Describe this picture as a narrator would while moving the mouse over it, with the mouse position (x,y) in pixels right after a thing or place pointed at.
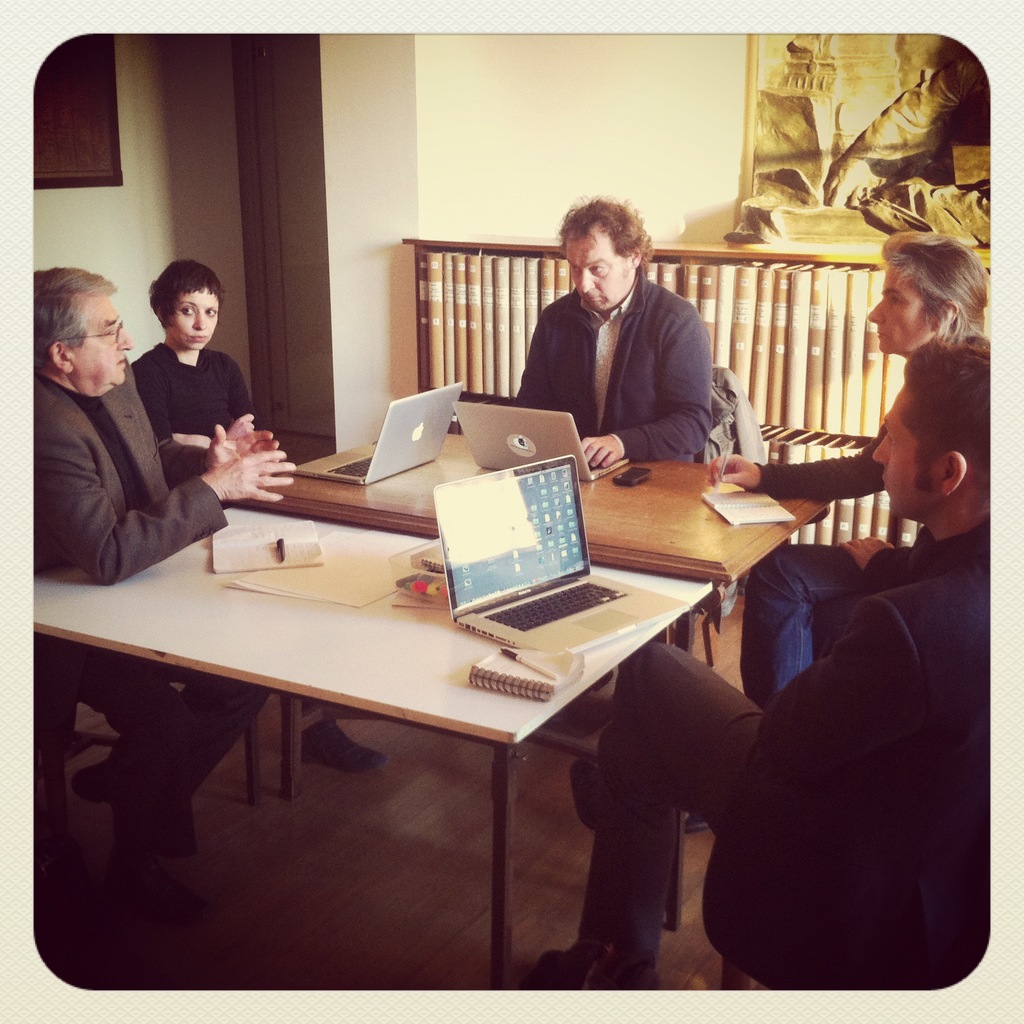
In this image i can see there are the five persons (737,736) sitting around the table (659,517), on the table (651,499) there are laptop (491,600), book (511,687), pen (519,657) visible and there is a bookshelf (852,289) back side of them and there is a photo frame (775,112) attached to the wall (623,111).
